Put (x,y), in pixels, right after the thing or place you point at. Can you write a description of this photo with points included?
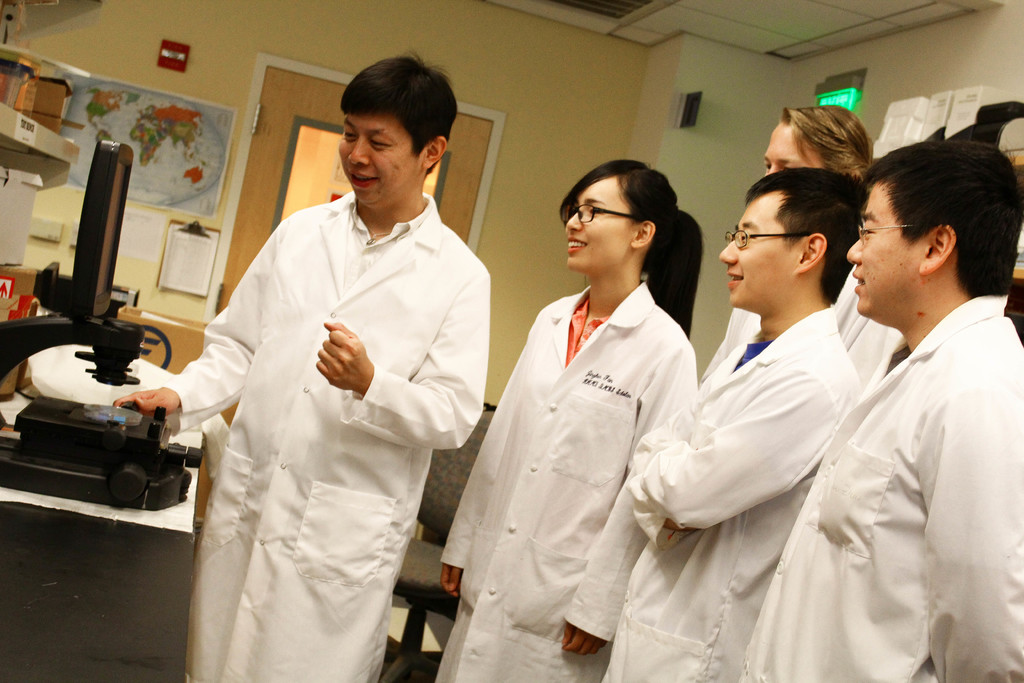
This is the picture of a room (45,188). In this image there are group of people (449,350) standing and smiling and there is a person (387,584) standing and holding the object (143,473). There are devices (112,349) on the table (161,613). At the back (284,213) there is a door (287,194) and there are frames (89,97) on the wall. On the right side of the image (1006,107) there are devices (987,107) on the cupboard (1020,301) and there is a board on the wall (509,350). There is a chair (409,660) behind the person (499,564).
